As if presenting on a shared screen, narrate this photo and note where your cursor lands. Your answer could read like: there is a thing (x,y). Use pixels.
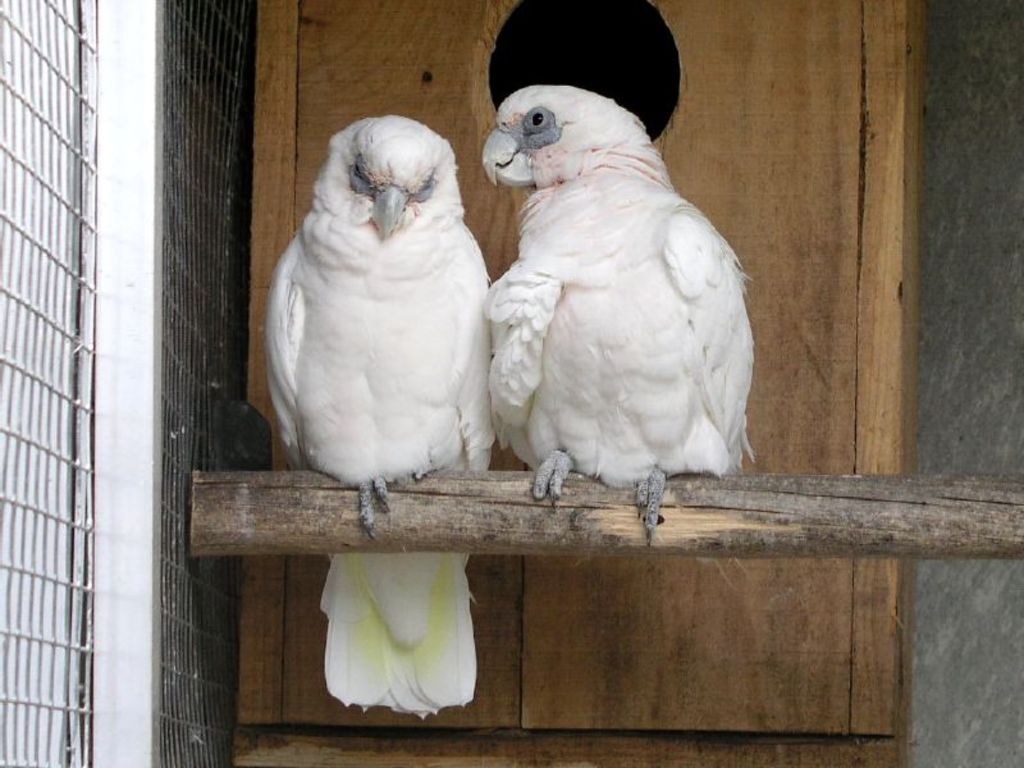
In this image there are two birds (516,435) standing on the wooden trunk (376,509). Left side (124,395) there is window (113,383) to the wall (954,357). Wooden plank (855,317) is attached to the wall (947,345).
